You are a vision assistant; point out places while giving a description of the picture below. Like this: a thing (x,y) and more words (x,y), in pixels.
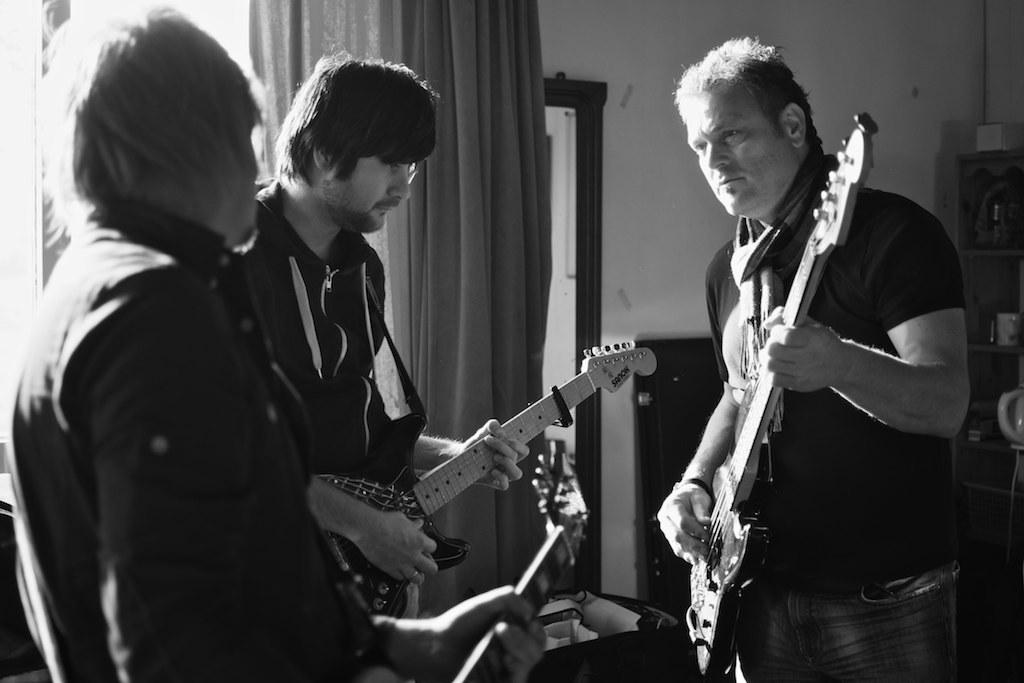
In this image i can see a group of three people (313,242), all of them are holding guitar (388,496) in their hand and in the background (672,207) i can see a wall (684,173) and to the right corner (965,220) i can see a shelf (1003,257) over here and a curtain (455,233).
